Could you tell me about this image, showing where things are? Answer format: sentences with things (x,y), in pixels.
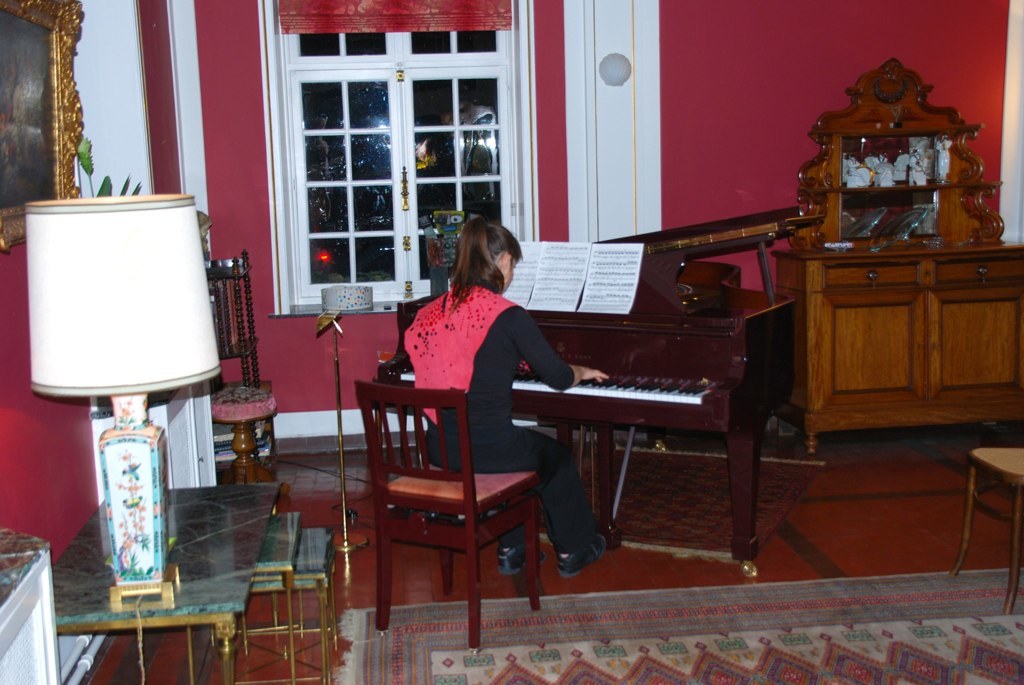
In this image I can see a person (497,339) sitting In front of the piano (650,358). To the left (93,289) there is a lamp (166,352). In the background (336,149) there is a window (404,112).
